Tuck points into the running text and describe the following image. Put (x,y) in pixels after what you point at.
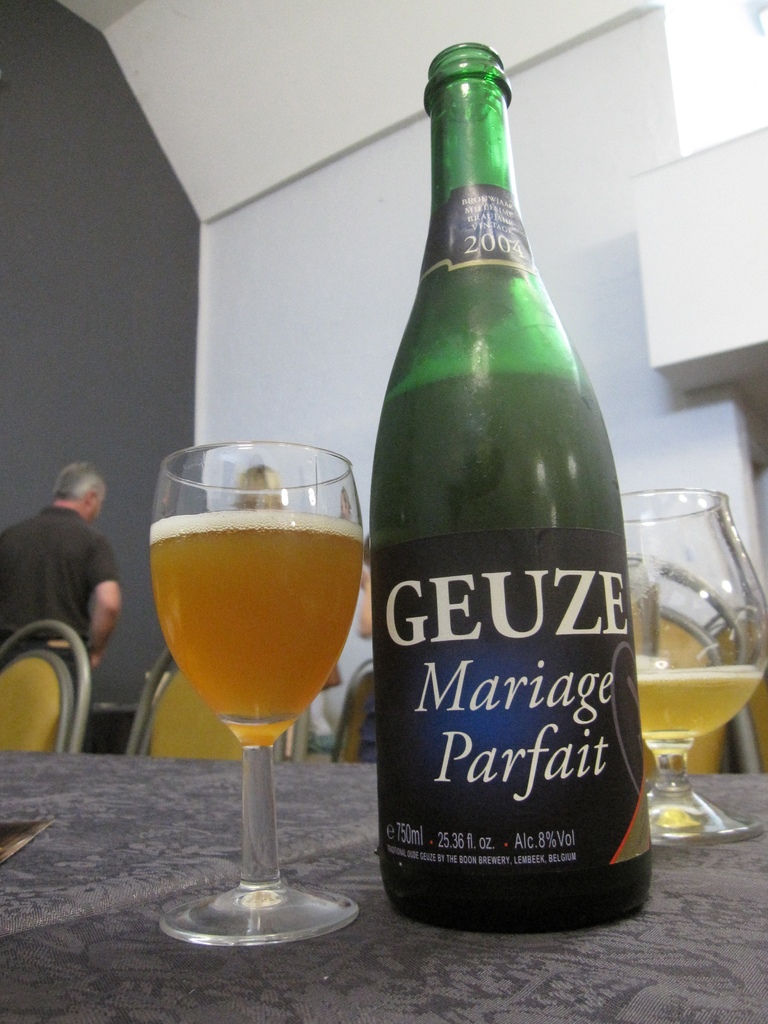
Here we can see a bottle of beer (413,355) and couple of glasses (222,542) filled with beer (208,612) placed on a table (228,833) and behind it we can see chairs (296,730) and a person (99,621) present.
